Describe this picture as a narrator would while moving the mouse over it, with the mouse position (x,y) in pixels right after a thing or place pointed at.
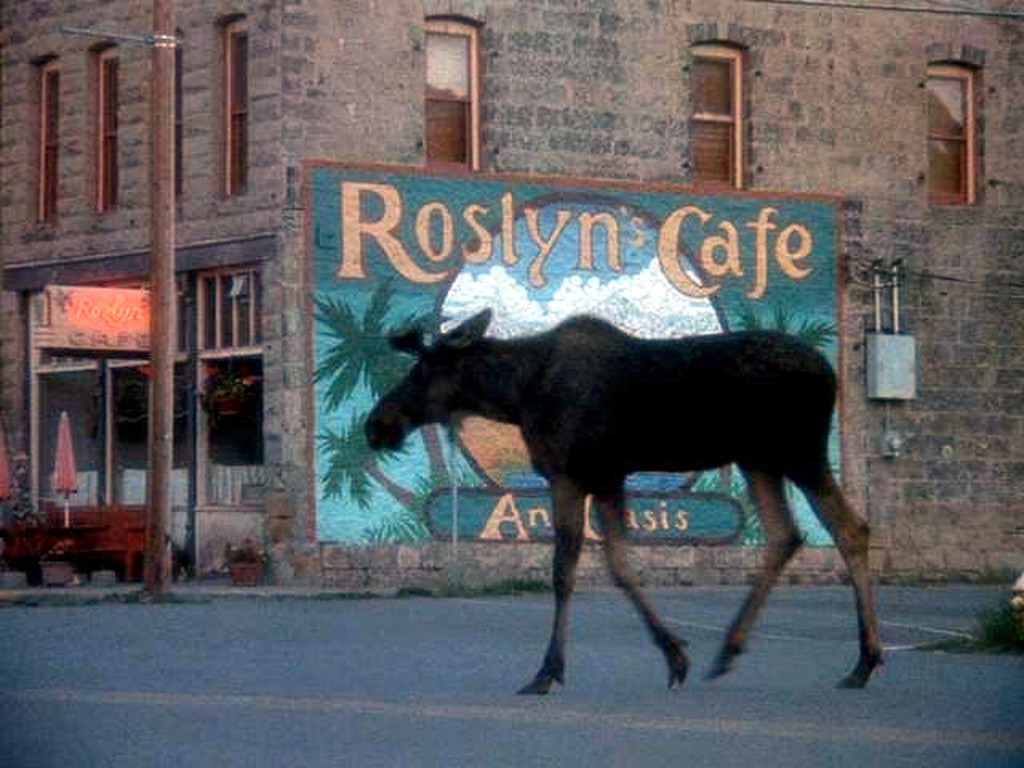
There is an animal (748,400) on the road (645,664). Here we can see painting (688,228) on the wall (843,478). Here we can see a pole (152,569), board (107,288), box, and a bench (144,520). In the background (222,285) we can see a building (708,140) and windows (929,107).
